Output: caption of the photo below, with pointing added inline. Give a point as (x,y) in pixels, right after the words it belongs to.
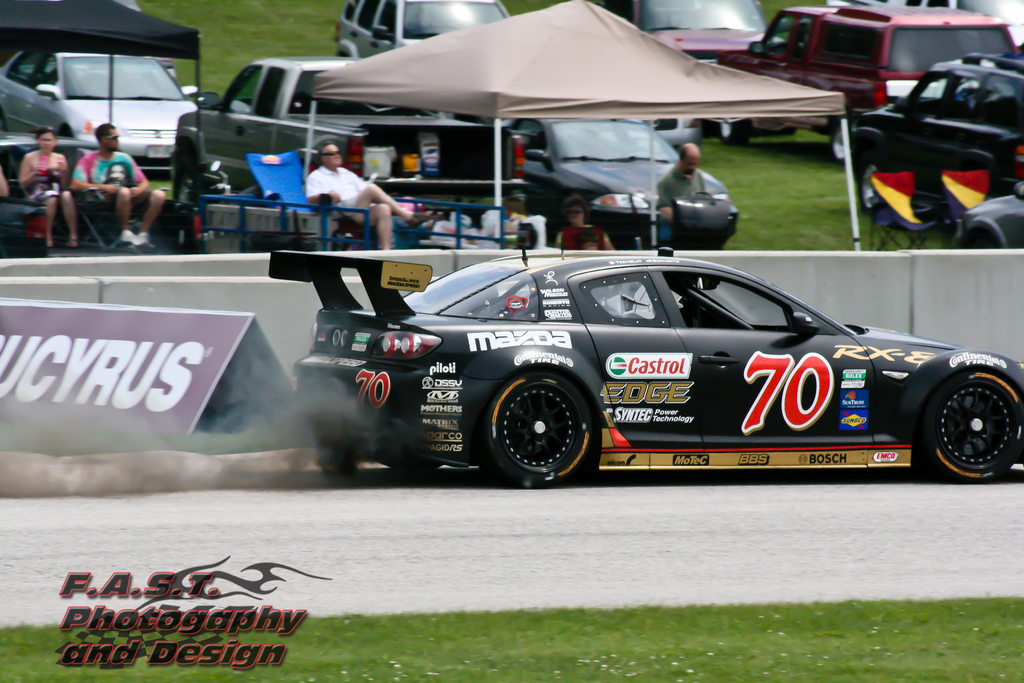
Here I can see a black color racing car (593,398) on the road (472,556). At the bottom of the image (542,664) I can see the grass (561,658) on the ground (641,658). On the left side (169,356) there is a board (148,371) which is placed on the ground (63,441). On this board (115,326) I can see some text (39,354). In the background (124,169) there are few people (121,190) sitting on the chairs (109,230) under the tents (519,95) and also I can see few cars (912,57) on the ground (788,174). In the bottom left (147,634) I can see some text (155,658).
